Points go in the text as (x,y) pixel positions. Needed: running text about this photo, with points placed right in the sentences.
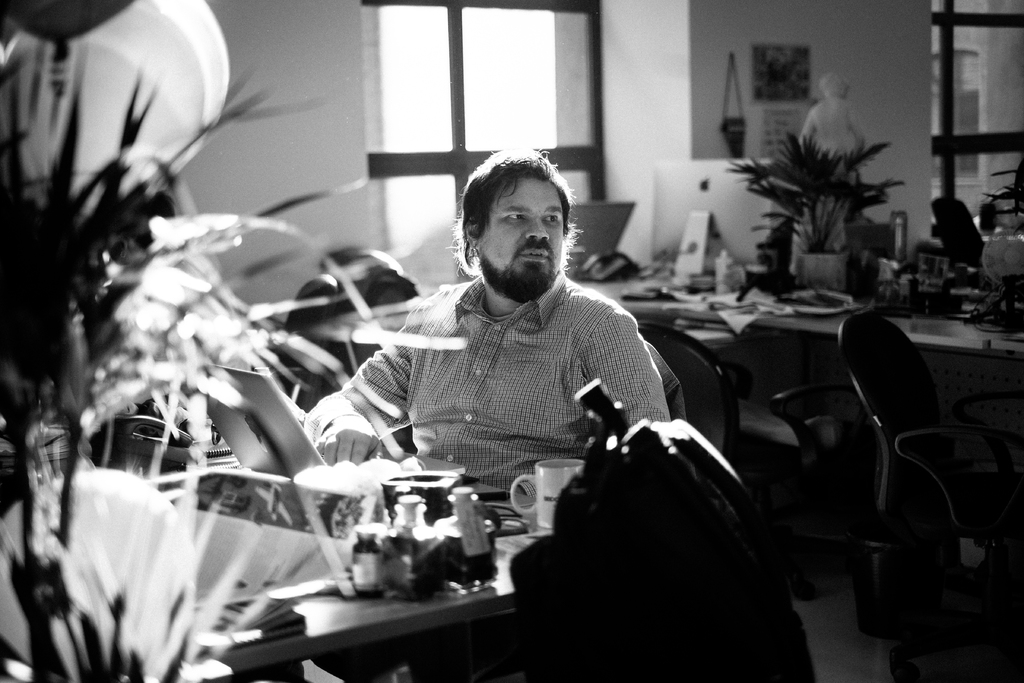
In this image i can see a person (519,383) sitting on the chair (713,391) on the middle (553,402) and back side of him there is a window (404,86) and there is a wall (270,146) and right side (763,318) i can see a table (701,304), on the table (907,329) i can see a objects (715,301) kept on the table (613,281). And there is a flower pot (796,216) on the table (985,378) and there are some chairs (810,463) kept on the right side (901,484).
